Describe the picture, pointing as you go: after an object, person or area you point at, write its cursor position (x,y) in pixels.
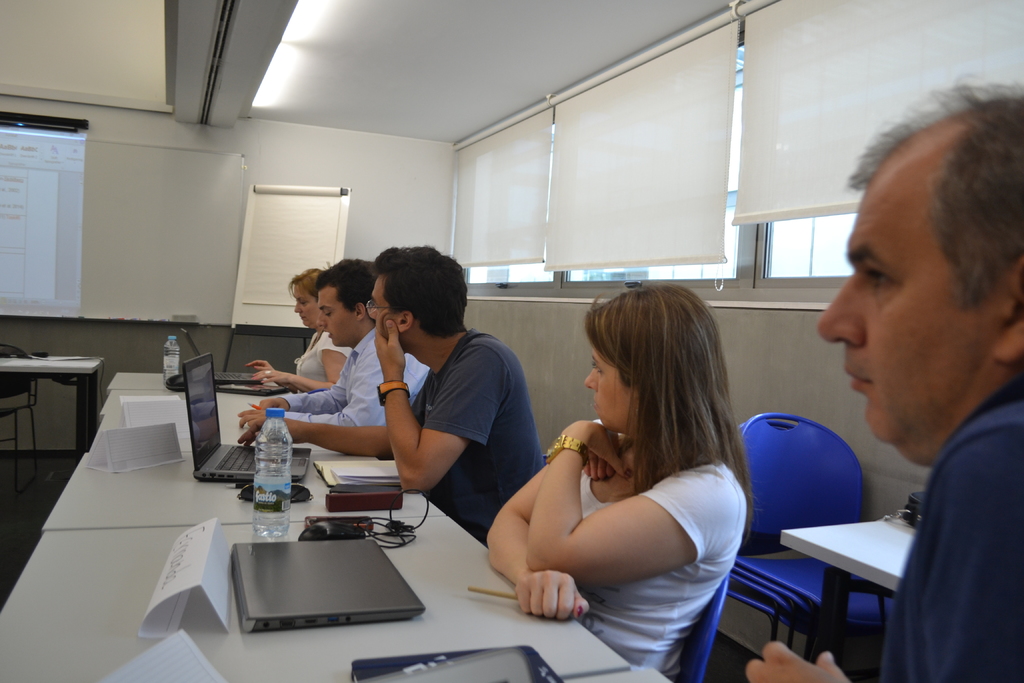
In this image there are group of people (1018,625) sitting in chair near the table (177,497) and in table (199,497) there are name paper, laptop (311,576), bottle (266,511), book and in background (248,232) there is screen (28,314), table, board (265,229).
